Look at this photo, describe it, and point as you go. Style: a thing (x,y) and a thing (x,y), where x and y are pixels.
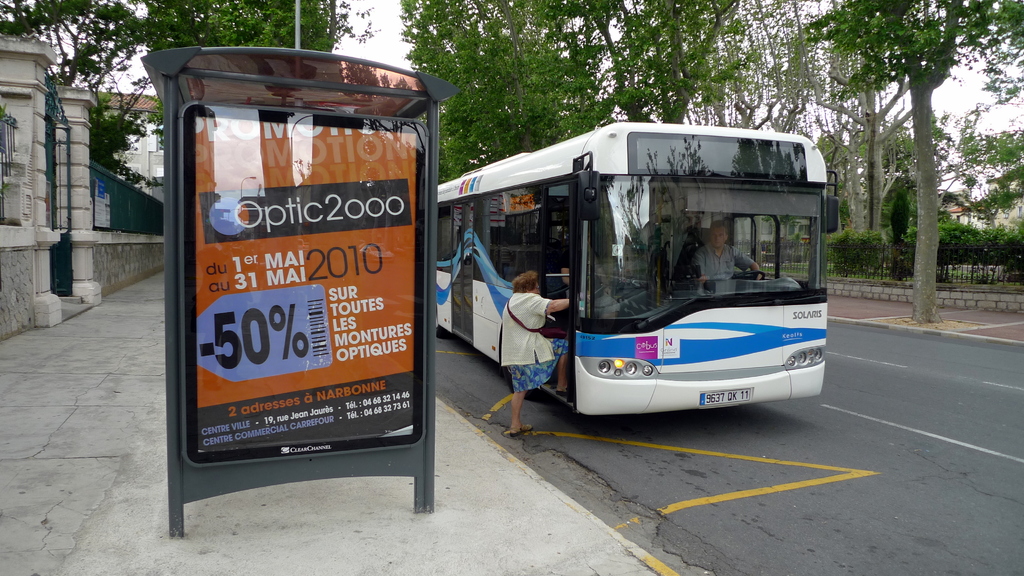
On the left (165,180) there is a hoarding (166,245) on the footpath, buildings (28,109), trees (93,143) and a poster (105,203) on the fence (117,206). On the right (713,325) there is a woman (560,362) entering into the bus (666,287) on the road (876,435). In the background (660,61) there are buildings (959,218), fence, trees (649,8), pole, plants (946,224) and sky (357,11).
